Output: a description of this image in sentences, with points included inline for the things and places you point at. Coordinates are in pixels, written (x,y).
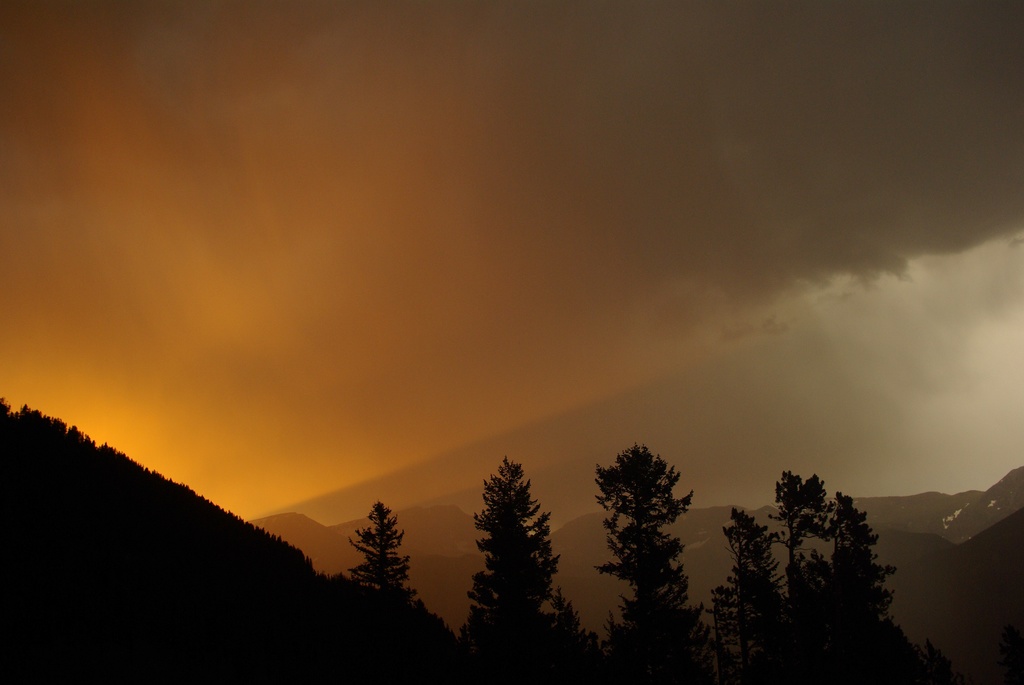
In this image there are trees (102,472), mountains (927,522) and the sky (468,213).
